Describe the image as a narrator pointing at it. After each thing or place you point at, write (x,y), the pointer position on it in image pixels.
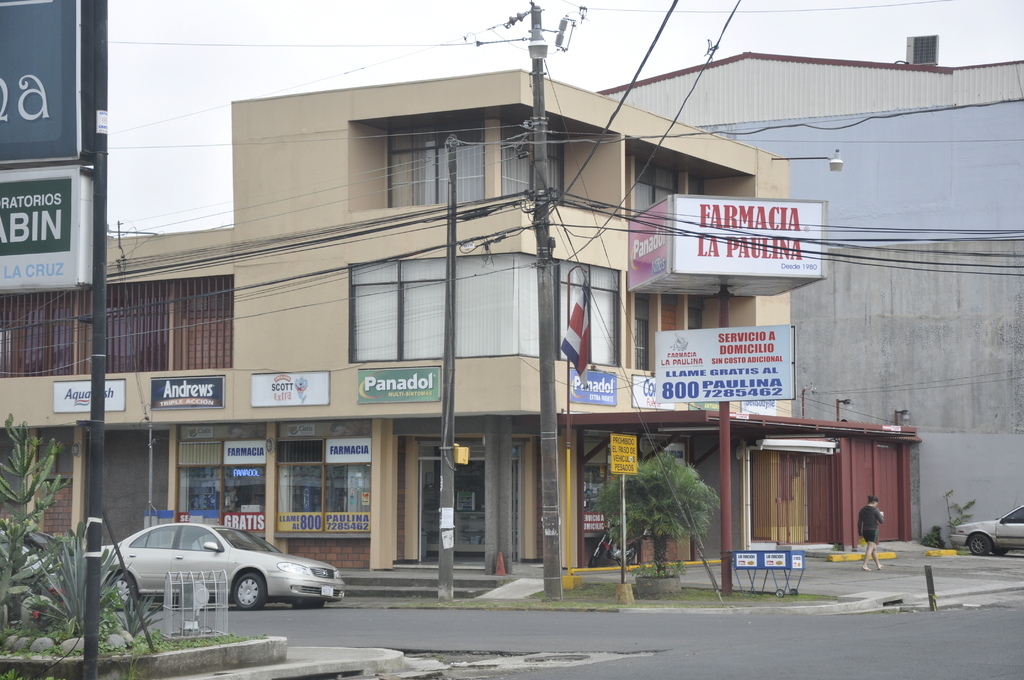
As we can see in the image there are buildings (972,315), banners (714,211), current poles (550,404), cars (979,522), a person (875,508) walking over here and there is a sky (173,76).
